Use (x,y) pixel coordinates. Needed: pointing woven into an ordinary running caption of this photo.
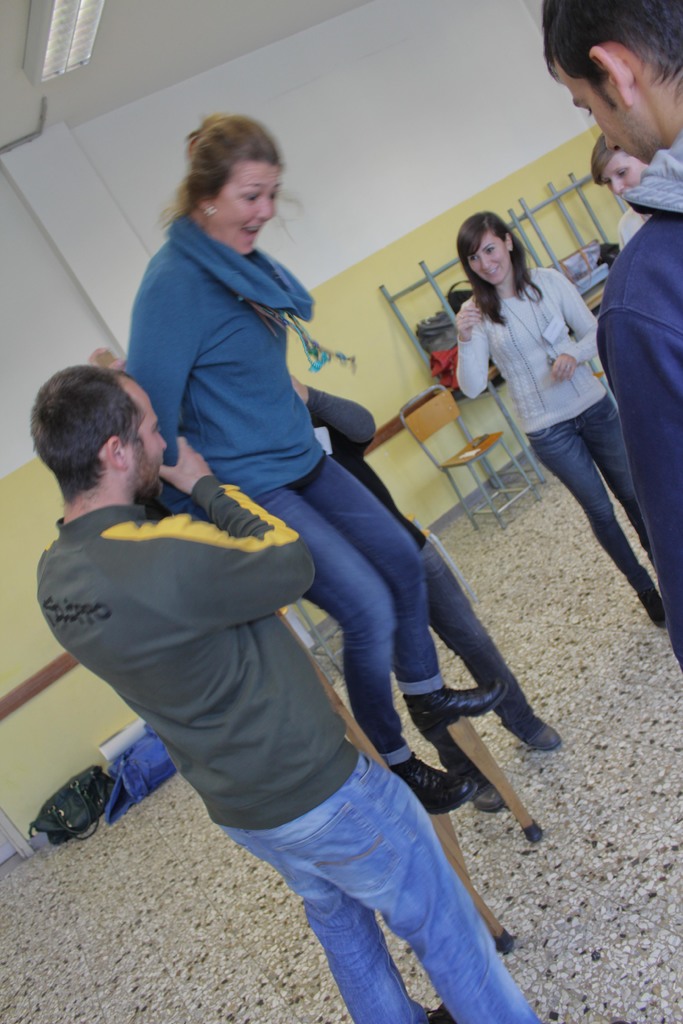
In this picture we can see a group of people (637,480) standing on the floor (543,520) where a woman (163,317) standing on sticks (467,867) and in the background (572,246) we can see chairs (583,244) wall (375,163), bags (587,257).
